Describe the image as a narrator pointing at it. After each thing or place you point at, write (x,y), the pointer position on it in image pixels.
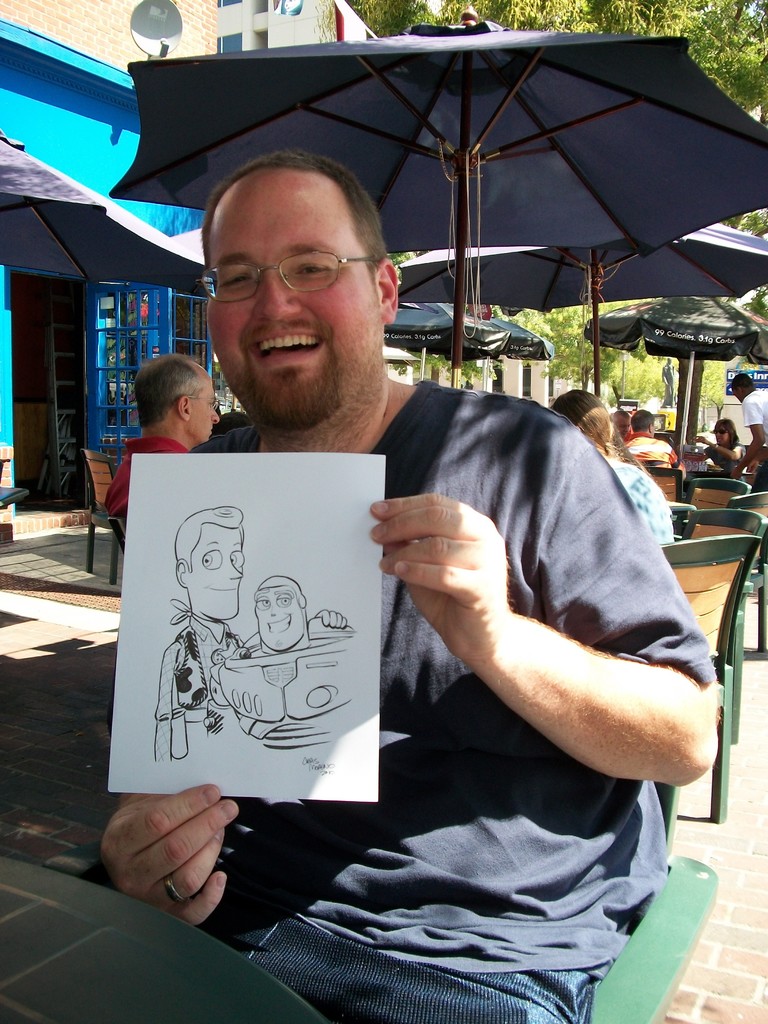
In this image there is a person (376,834) wearing goggles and holding a paper (283,708), in the paper (303,587), we can see a drawing (253,726), behind the person (301,230) we can see few persons (600,419) sitting around the tables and umbrellas (446,131), there are buildings (266,44) and few trees (387,8).
